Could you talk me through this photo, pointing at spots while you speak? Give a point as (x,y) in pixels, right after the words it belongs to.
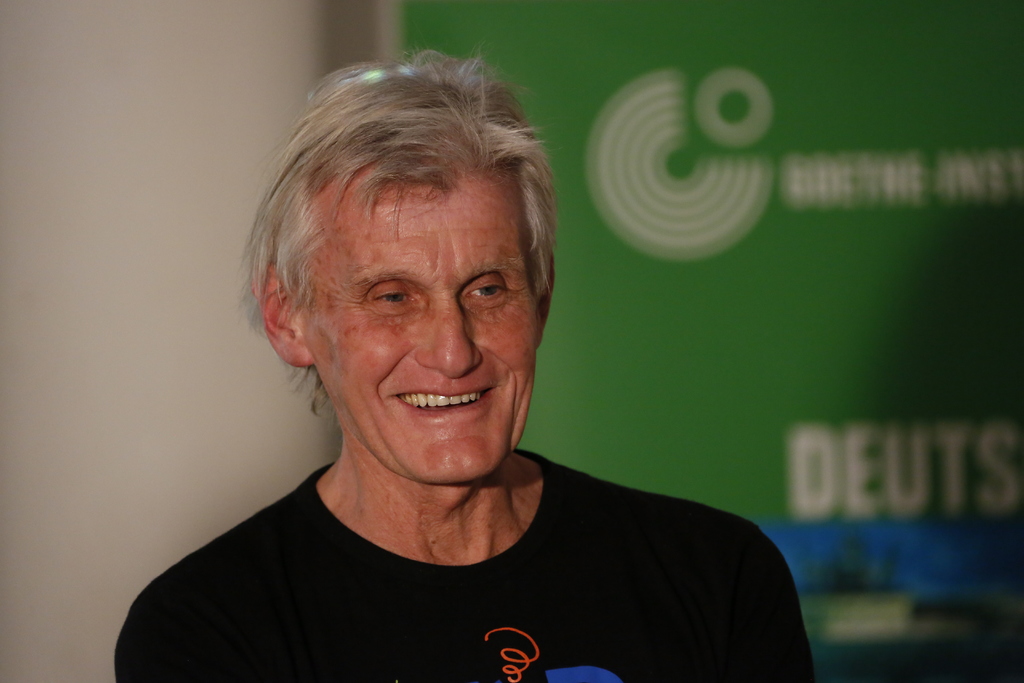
In the center of this picture (519,399) we can see a person (597,579) wearing black color dress (295,617) and smiling. In the background (221,183) we can see the wall (208,403) and the text (790,193) on the banner (778,325).
